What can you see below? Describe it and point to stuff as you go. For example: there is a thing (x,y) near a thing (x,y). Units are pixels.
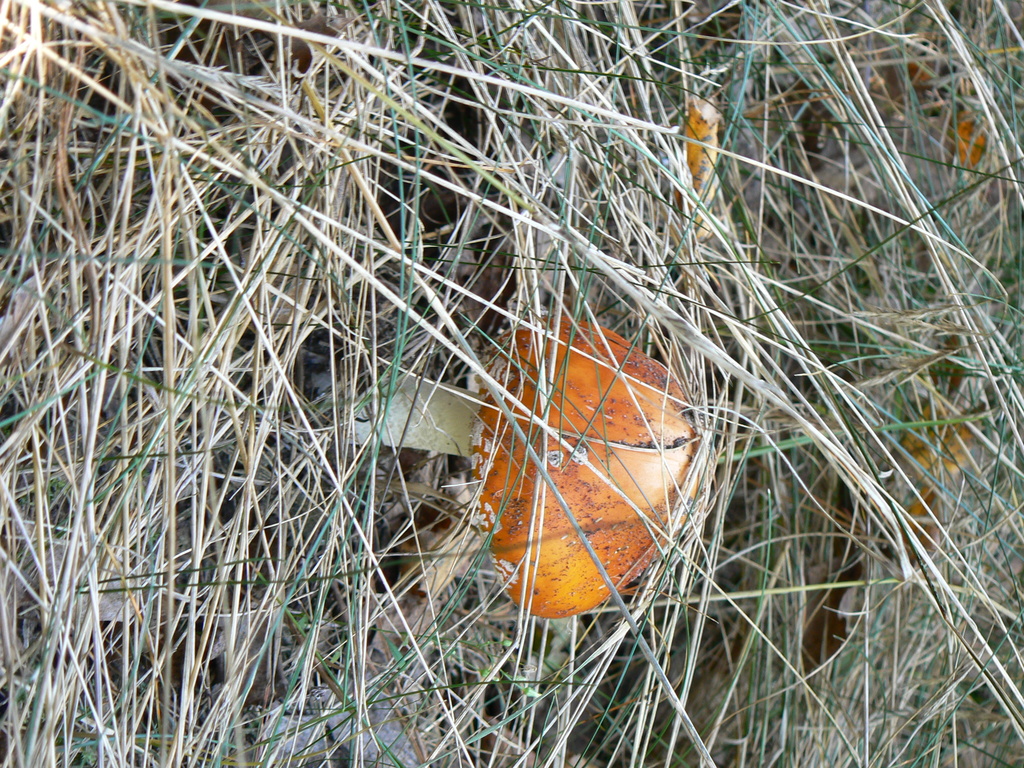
In the middle of this image (642,467), there is an orange color mushroom (557,530) on the ground (326,415). This mushroom (400,406) is covered with grass (659,516). On the left side (214,446), there is grass (76,662). On the right side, there are other two orange colored leaves (909,499) which are covered with grass (986,564).
